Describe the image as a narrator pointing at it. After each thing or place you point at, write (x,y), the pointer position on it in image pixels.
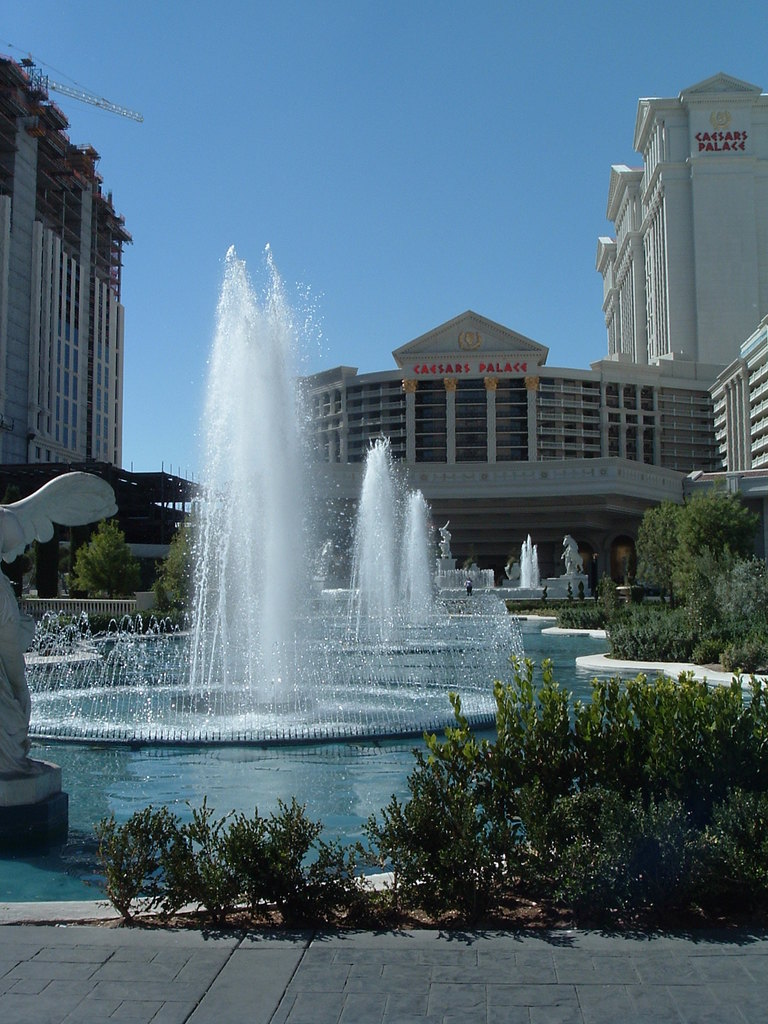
Front portion of the image we can see plants (655,813), statues (12,705) and water fountains (484,571). In the background (726,425) we can see buildings (738,301), crane tower (127,116) and sky (373,148).
